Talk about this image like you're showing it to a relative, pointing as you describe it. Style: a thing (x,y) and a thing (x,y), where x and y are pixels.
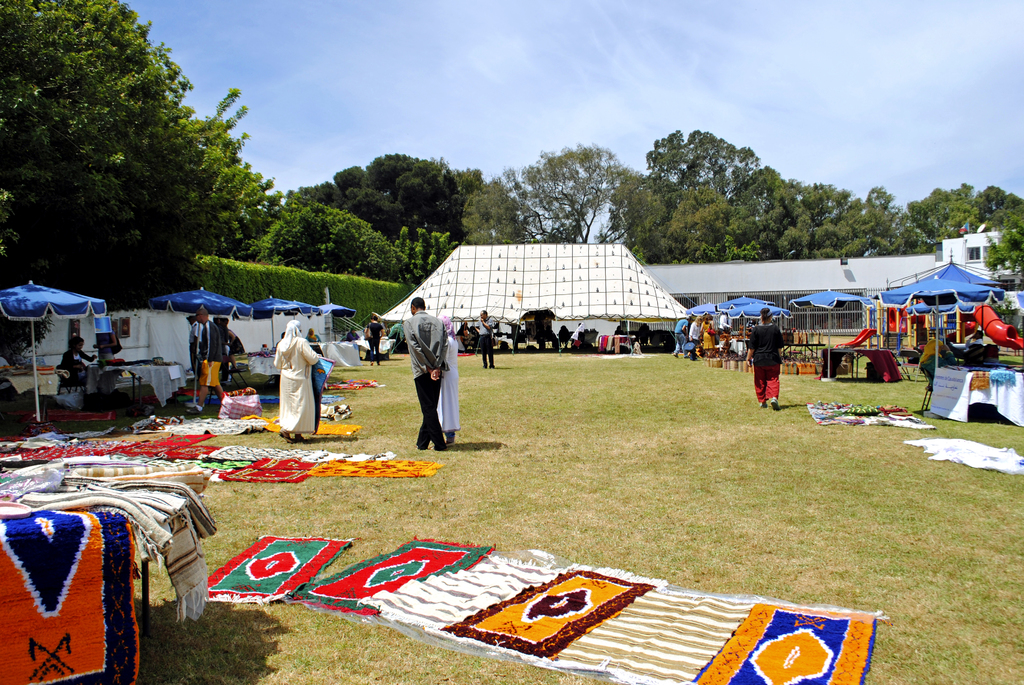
In this image there are stalls (15,288). At the bottom of the image (759,505) there is grass (770,484). In the background of the image (658,262) there are trees (249,201). At the top of the image (333,75) there is sky (470,68).
